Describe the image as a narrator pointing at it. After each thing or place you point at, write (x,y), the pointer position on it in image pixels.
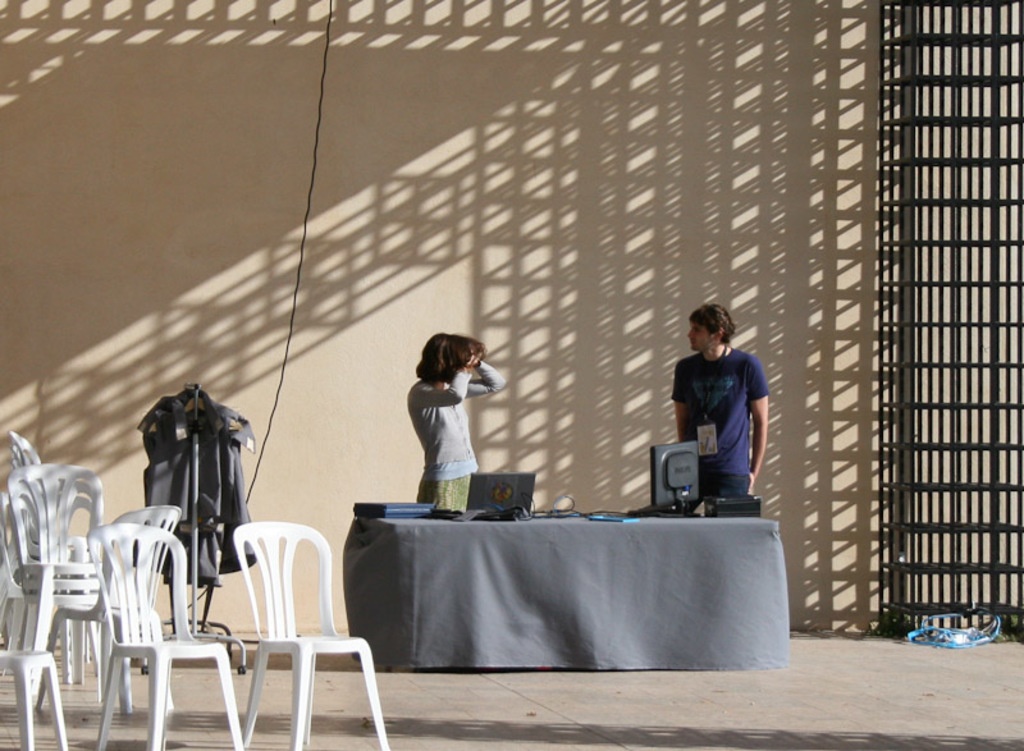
In this image I can see a woman (439,412) and a man (764,386) standing there is a laptop (481,499), a book (396,509) on the table (461,550) at left (162,654) there are few chairs (124,522) and a dress (183,481) at the back ground (284,433) i can see a wall (702,155), and a railing (907,182).
